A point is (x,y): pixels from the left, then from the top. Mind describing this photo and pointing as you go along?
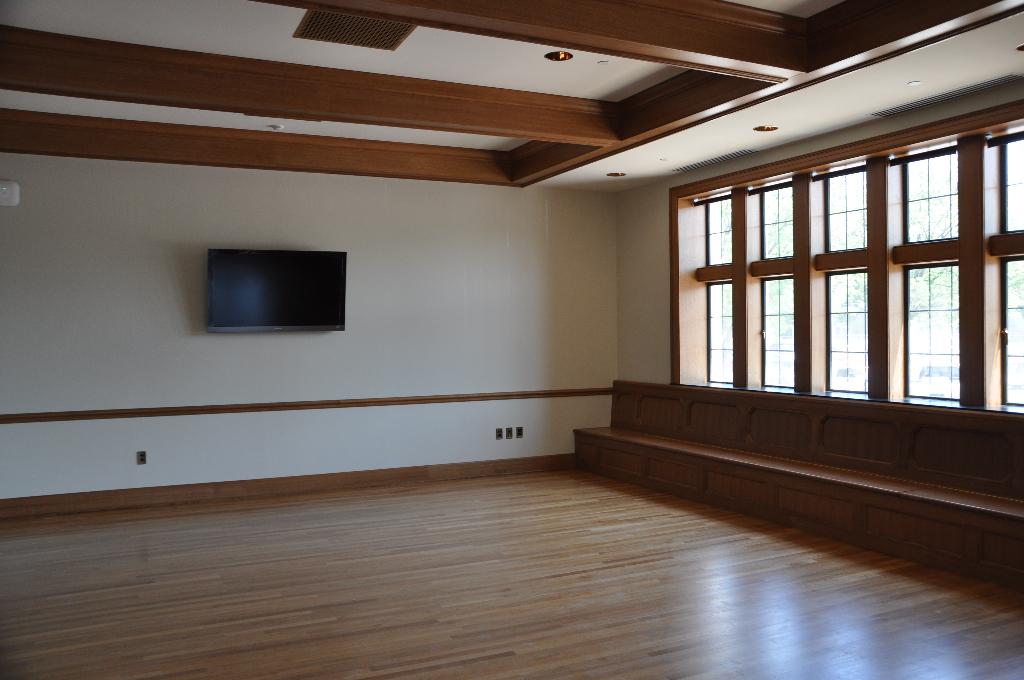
In the picture we can see inside the hall (549,589) with a TV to the wall (101,431) and beside it, we can see the windows (913,292) and to the ceiling (44,106) we can see the light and the floor (784,543) is with wooden mat (619,611).
